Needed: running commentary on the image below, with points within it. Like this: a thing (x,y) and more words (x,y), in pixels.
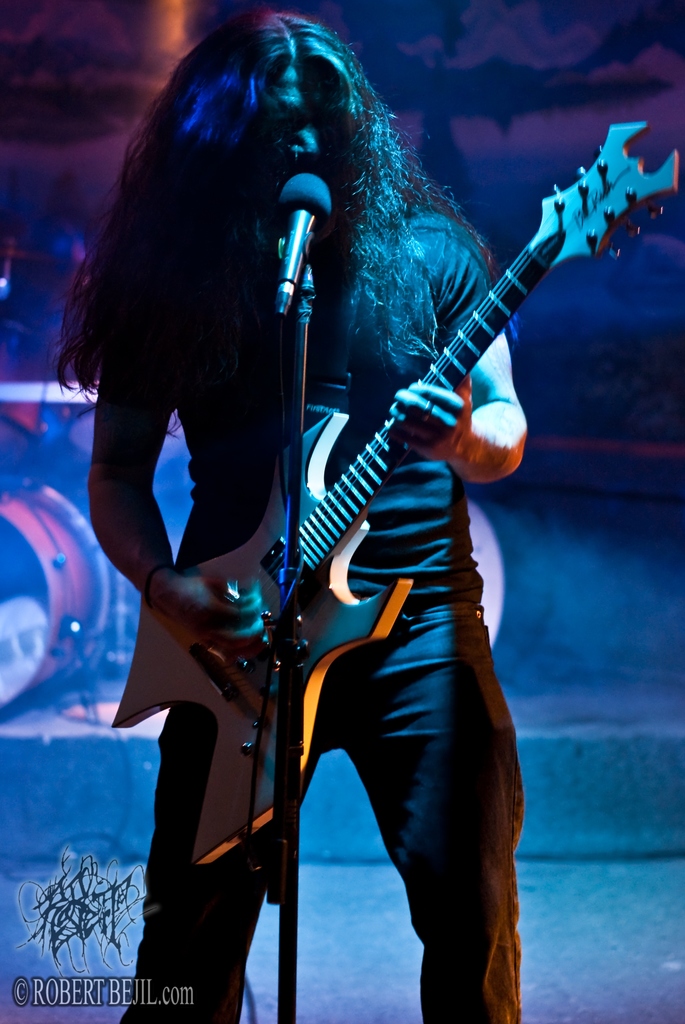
In this image I can see a person (445,1008) standing and playing the guitar (244,720). In front of this person (263,356) there is a mike stand (288,204). On the left side (55,549) there is a drum set (42,635). The background (507,78) is in blue and purple color. In the bottom left (71,959) there is some edited text (77,972).
